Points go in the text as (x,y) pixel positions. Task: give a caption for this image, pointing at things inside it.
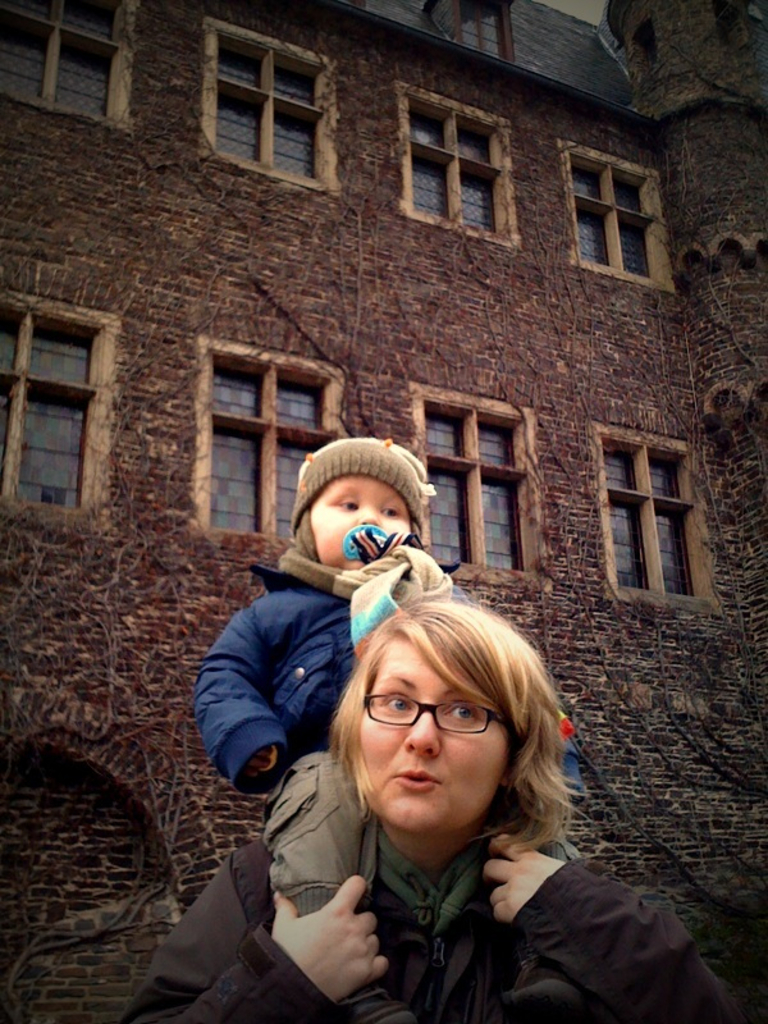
As we can see in the image there is a building (569,403), windows (665,503) and two people (347,646) in the front (326,660).
